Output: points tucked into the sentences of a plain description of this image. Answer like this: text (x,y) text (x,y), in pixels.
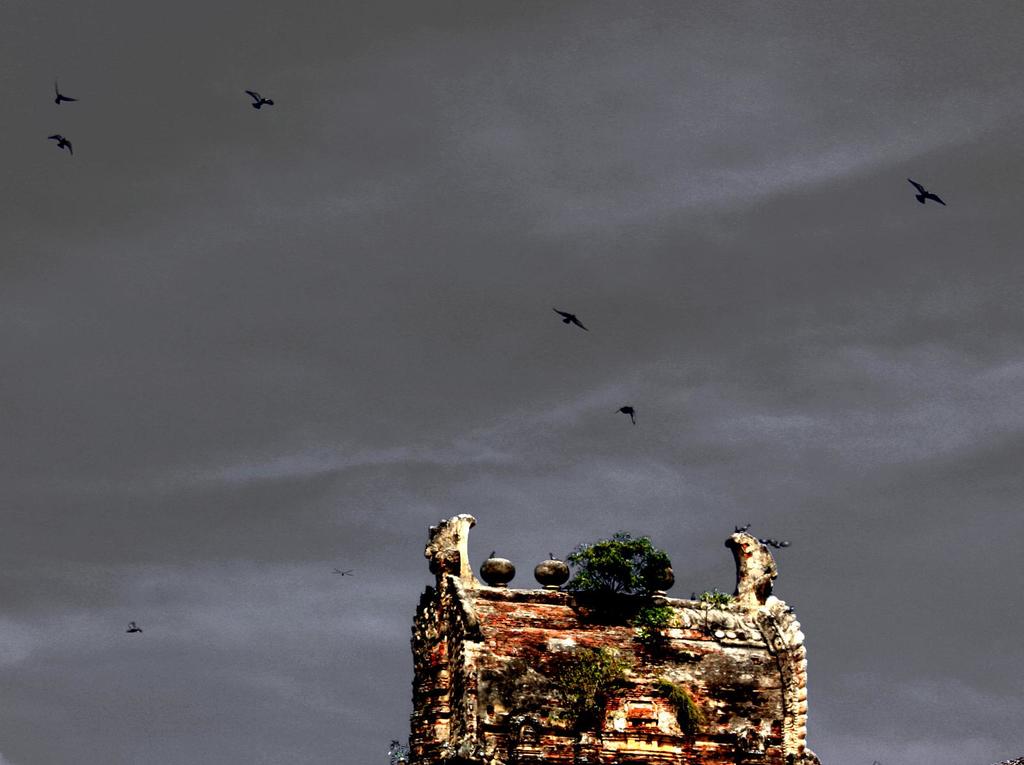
This is a top (506,691) of a building (611,696). On that there is a tree (608,572). In the background (415,293) there is sky (431,391). Also there are birds (580,323) flying.
